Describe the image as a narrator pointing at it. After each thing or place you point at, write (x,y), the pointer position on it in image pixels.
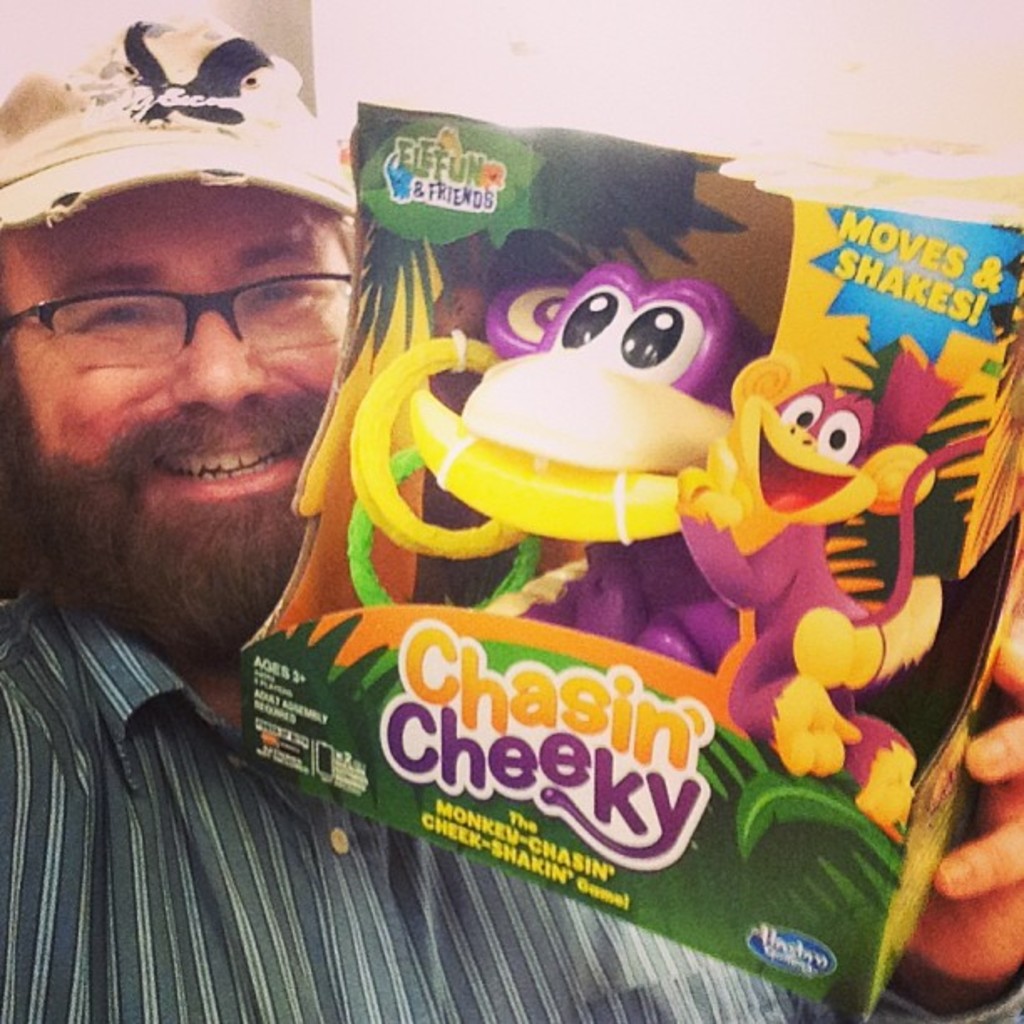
In this image there is a person (48,469) holding a game box (524,605) in his hand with a smile on his face (184,466).
